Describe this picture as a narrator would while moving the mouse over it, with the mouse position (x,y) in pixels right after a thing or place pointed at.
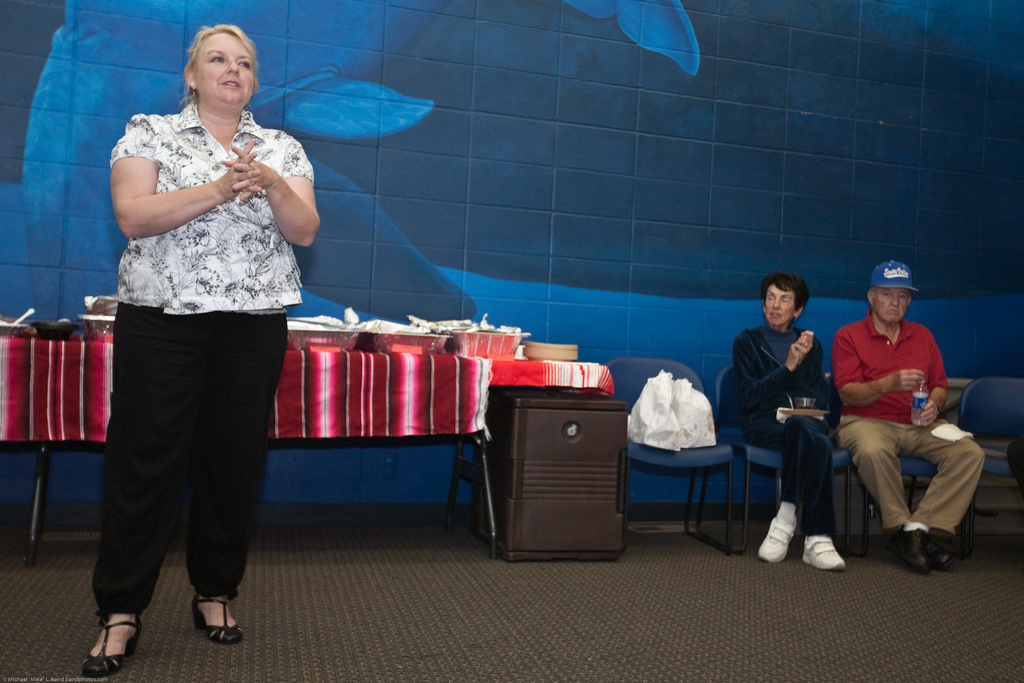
In this image, we can see three people (231,252). Here a person (256,409) is standing on the floor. On the right side (855,441), we can see two people (845,442) are sitting on the chairs (745,477). Background (458,198) there is a wall (758,477), table (440,425) covered with cloth (421,381). Few things (378,336) and items (438,337) are placed on it. Here there is a desk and chairs (1014,422).
